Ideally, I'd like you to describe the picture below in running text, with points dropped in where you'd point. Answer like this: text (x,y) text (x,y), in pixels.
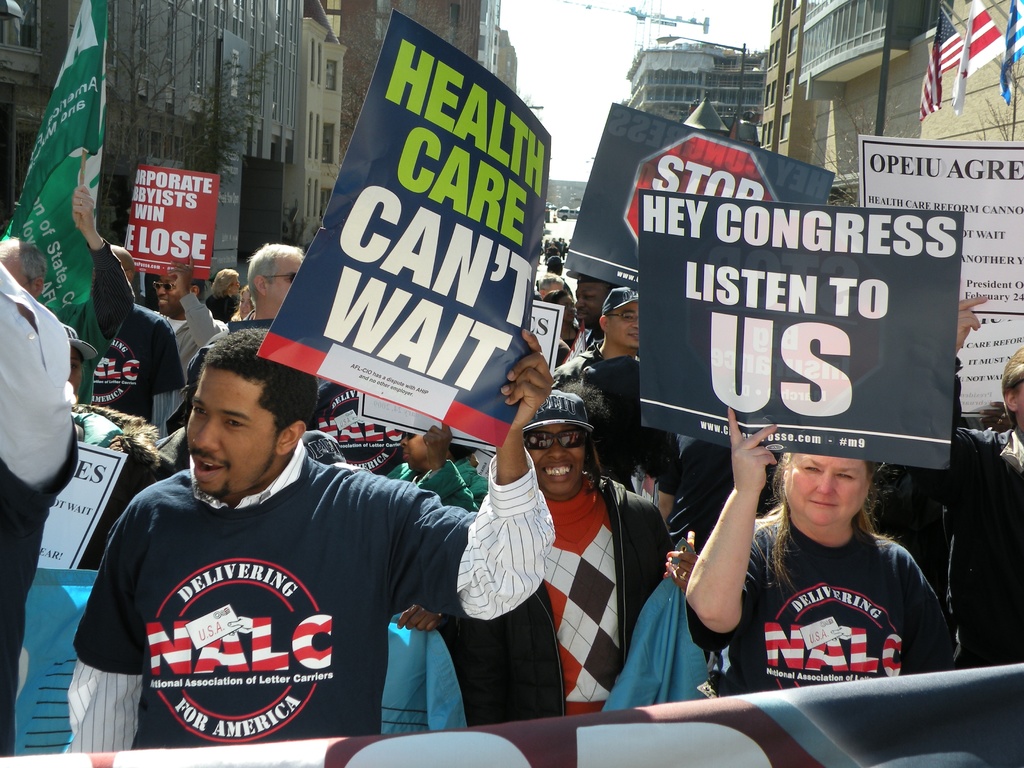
In this image we can see people (1,514) holding placards (380,380). In the background of the image (753,78) there are buildings (324,71), sky (562,63).
